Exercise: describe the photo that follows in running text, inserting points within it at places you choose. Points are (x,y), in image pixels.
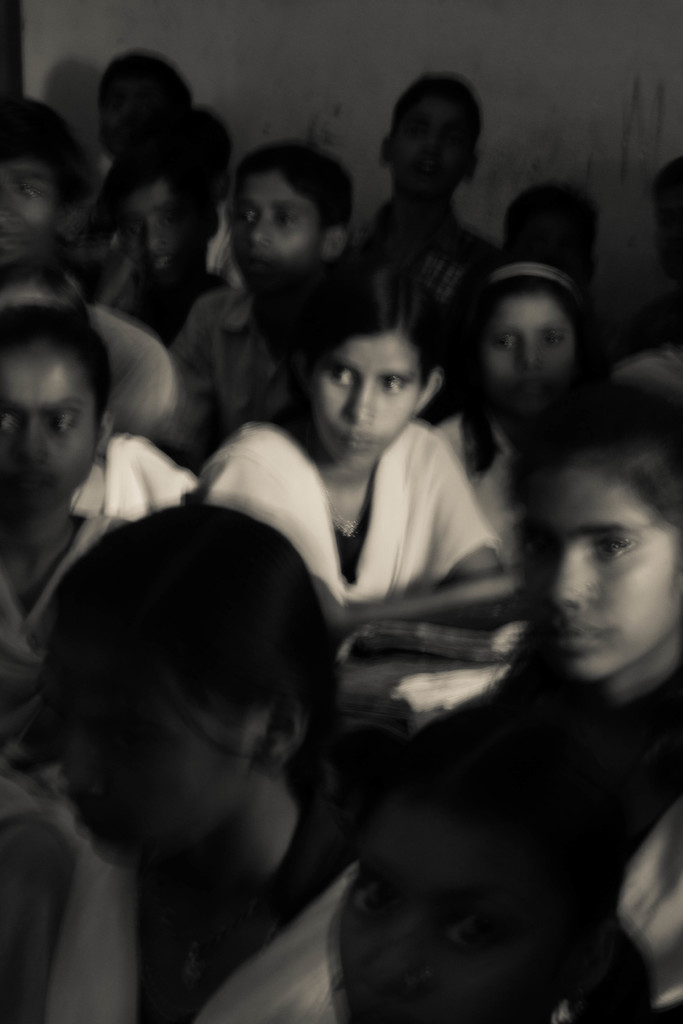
This is a black and white image. There are a few people (368,287) and we can see the wall (477,202).
